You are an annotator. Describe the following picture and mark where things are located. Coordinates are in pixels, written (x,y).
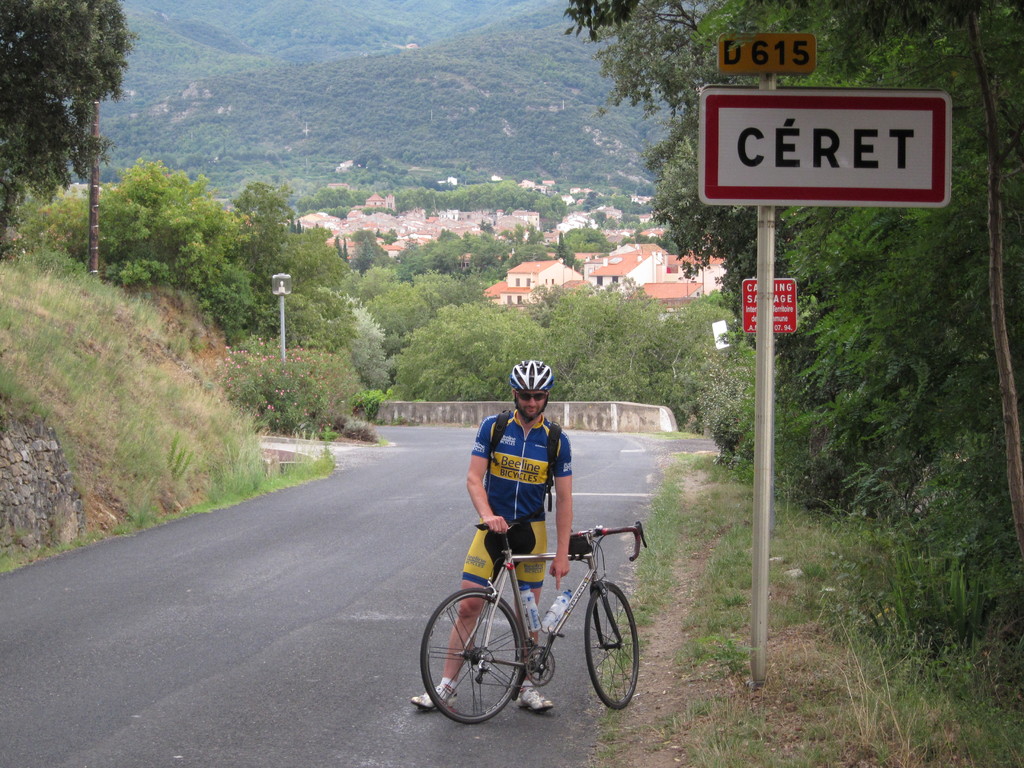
In the middle of the image (488,490) a person (488,457) is standing and holding a bicycle (618,628). Behind him we can see some trees (523,205), poles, buildings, hills (556,51) and sign boards (750,170).
